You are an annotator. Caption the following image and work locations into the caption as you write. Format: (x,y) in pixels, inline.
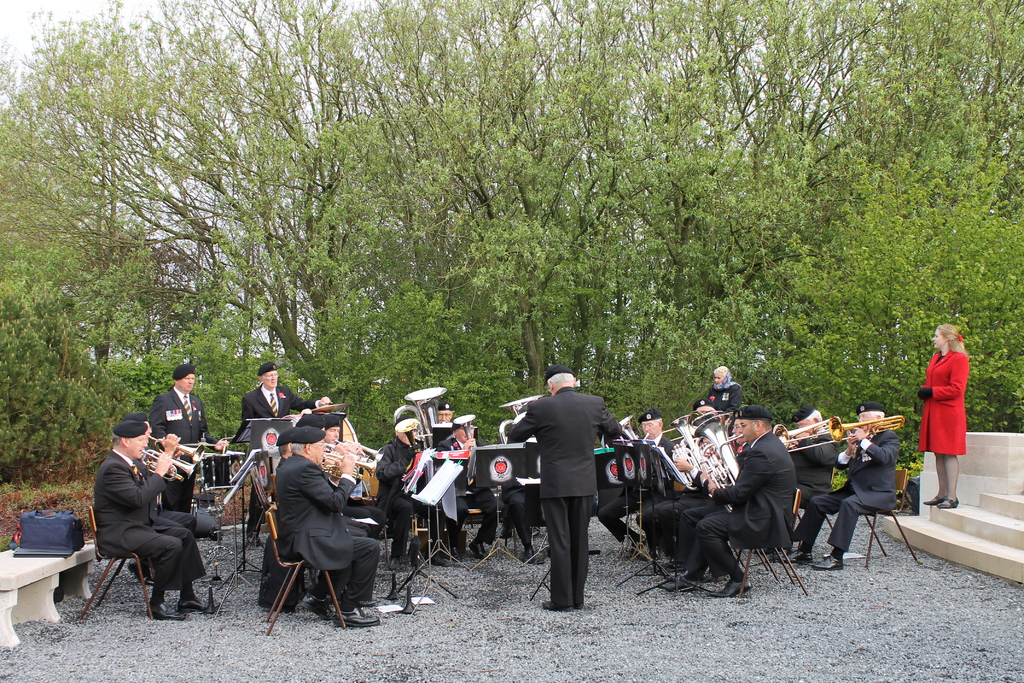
In this picture there are group of people (155,590) sitting on the chairs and playing musical instruments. There are group of people (552,417) standing. On the right side of the image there is a woman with red dress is standing on the staircase (954,552). In the middle of the image (531,448) there are objects (509,458). On the left side of the image (31,602) there is a bag (22,542) on the bench (54,608). At the back (342,384) there are trees (340,165). At the top (13,38) there is sky (82,16).
